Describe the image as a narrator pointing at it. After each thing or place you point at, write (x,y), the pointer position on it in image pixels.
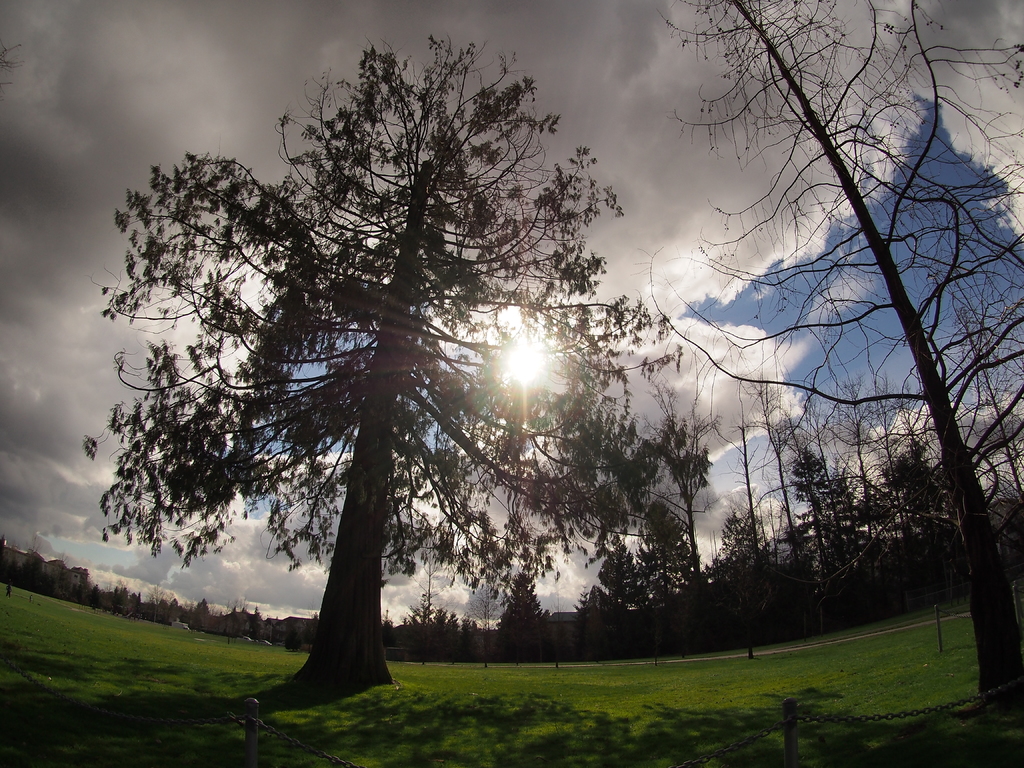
In this picture there trees (1009,622) and buildings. At the top (588,7) there is sky (825,345) and there are clouds (692,370) and there is a sun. At the bottom (691,712) there is grass (437,691). In the foreground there is a railing (301,745).
